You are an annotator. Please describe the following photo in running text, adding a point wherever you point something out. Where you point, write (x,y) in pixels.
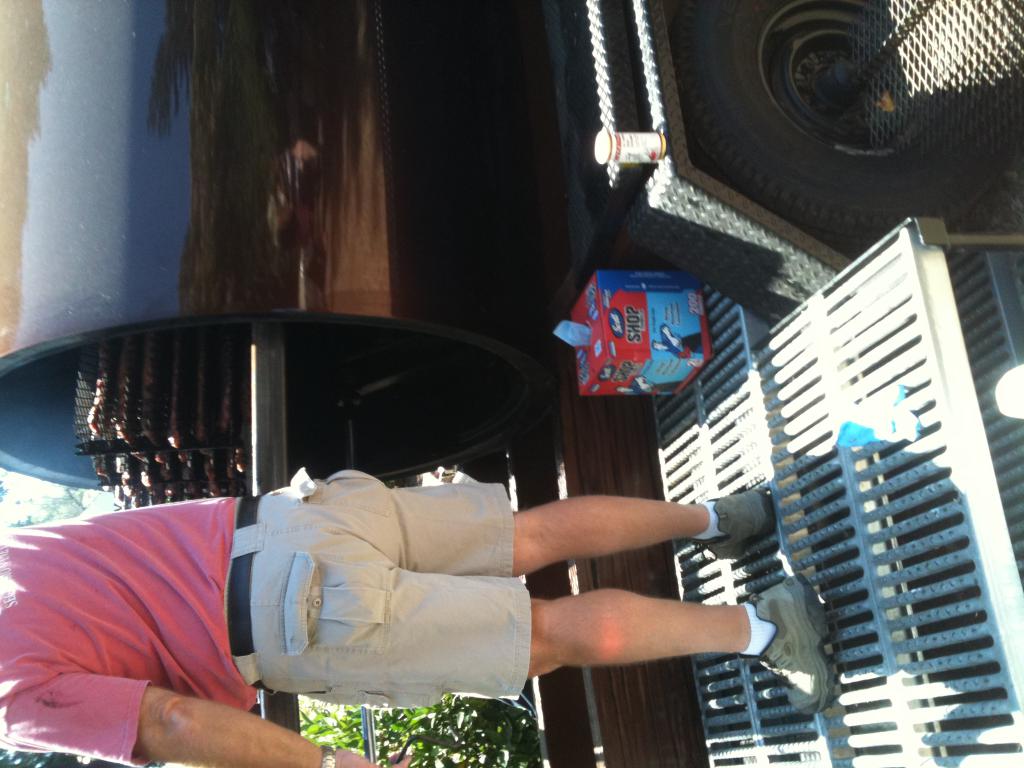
In this image I can see a person (580,547) is standing on a metal rod (890,534). In the background (893,180) I can see a vehicle (855,234), fence (903,130), some objects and plants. This image is taken may be during a sunny day.
